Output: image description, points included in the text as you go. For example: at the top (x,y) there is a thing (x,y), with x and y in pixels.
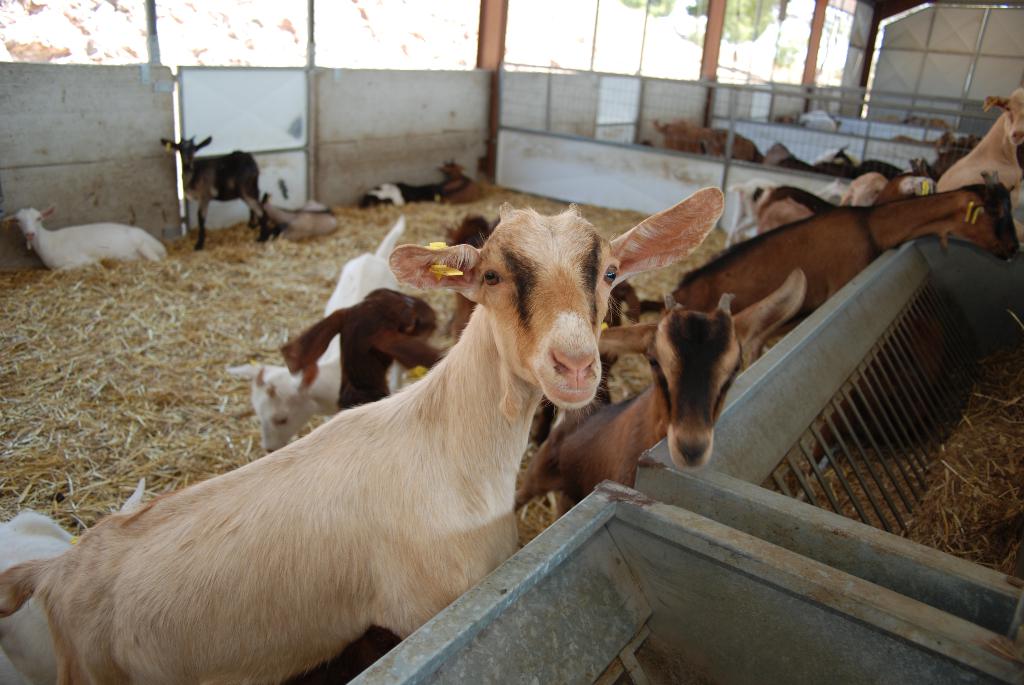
In the image there are many goats (947,174) inside a fence (721,122) with grass (135,330) on the floor (215,304) and in the back (859,158) there are many goats (890,225) inside the fence (885,114).
